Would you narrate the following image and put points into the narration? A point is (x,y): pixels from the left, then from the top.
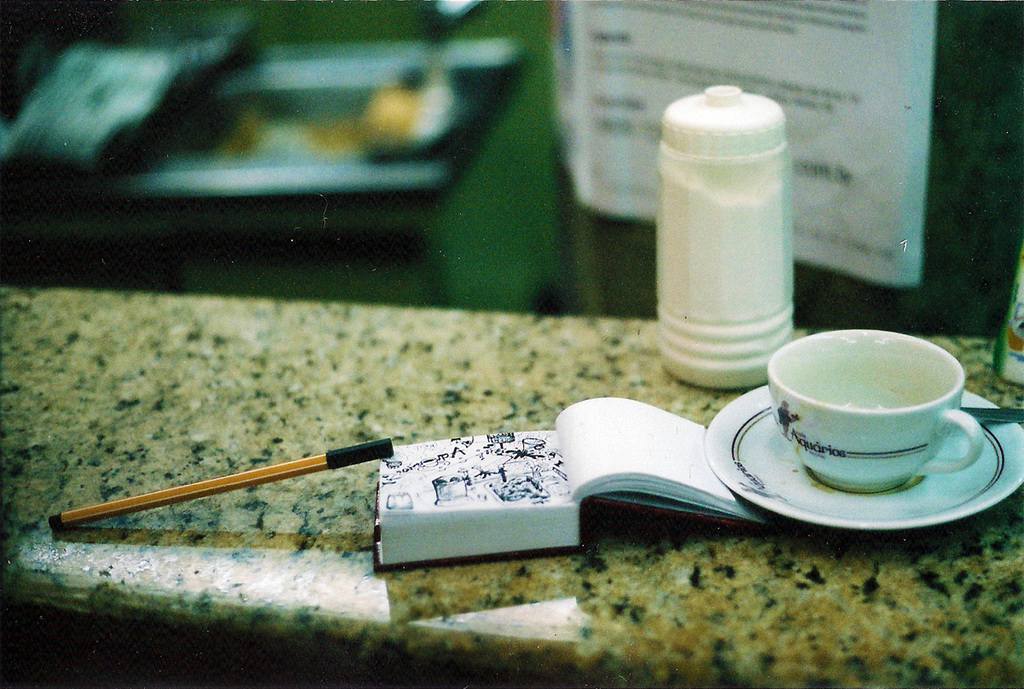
In this image I can see a book (464,535), a pen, a cup (891,361) and a plate (743,409).
